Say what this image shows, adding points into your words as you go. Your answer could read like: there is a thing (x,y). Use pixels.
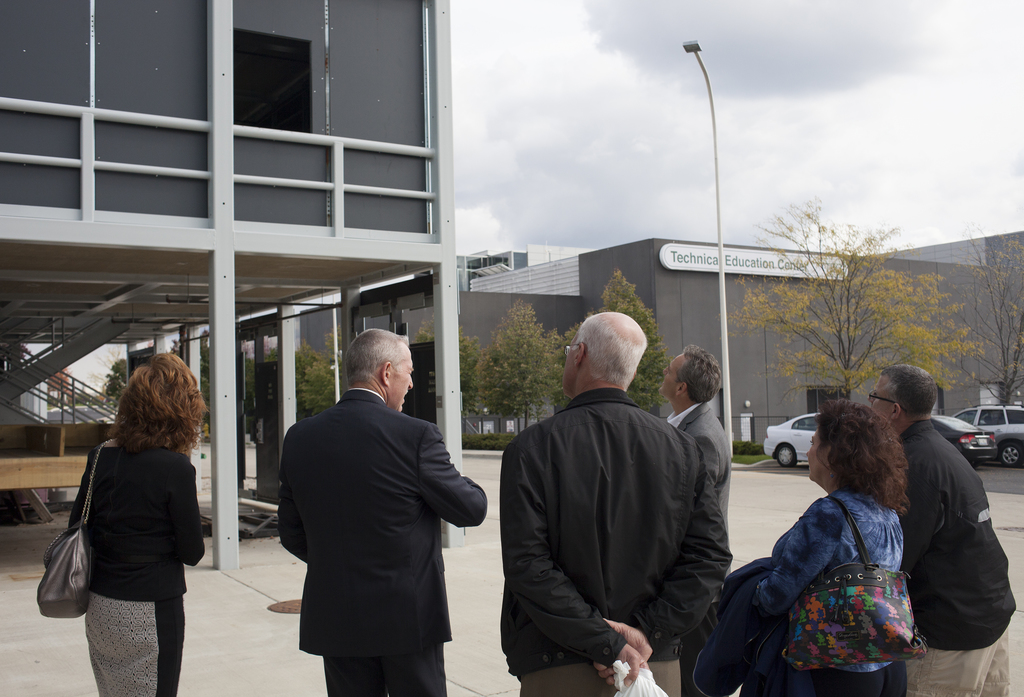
Here there are few person (305,503) standing on the ground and among them few are carrying bags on their shoulder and a person (616,582) is holding a plastic cover bag (647,692) in his hands (636,661). In the background (341,234) there are buildings (650,280), poles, steps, trees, vehicles (960,428) on the road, grass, a name board (780,255) on the wall (776,373) and clouds (791,89) in the sky (629,212).
